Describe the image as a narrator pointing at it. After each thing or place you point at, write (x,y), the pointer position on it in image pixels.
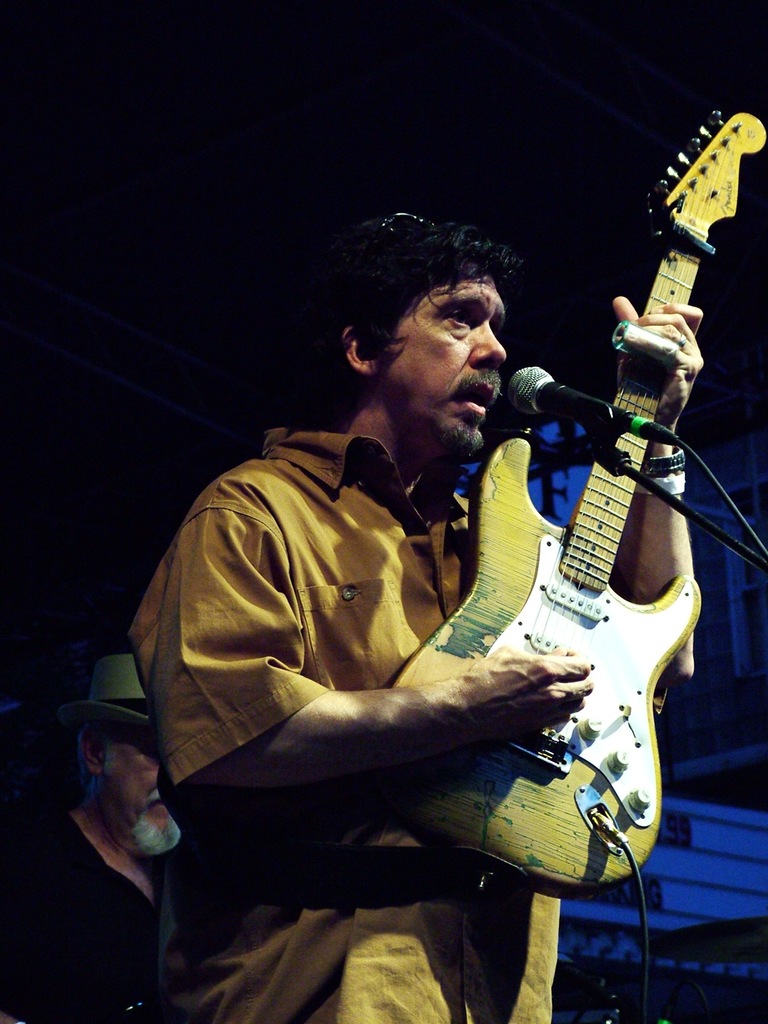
In this picture we can see a man (377,1020) who is playing guitar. And this is mike (550,389).
